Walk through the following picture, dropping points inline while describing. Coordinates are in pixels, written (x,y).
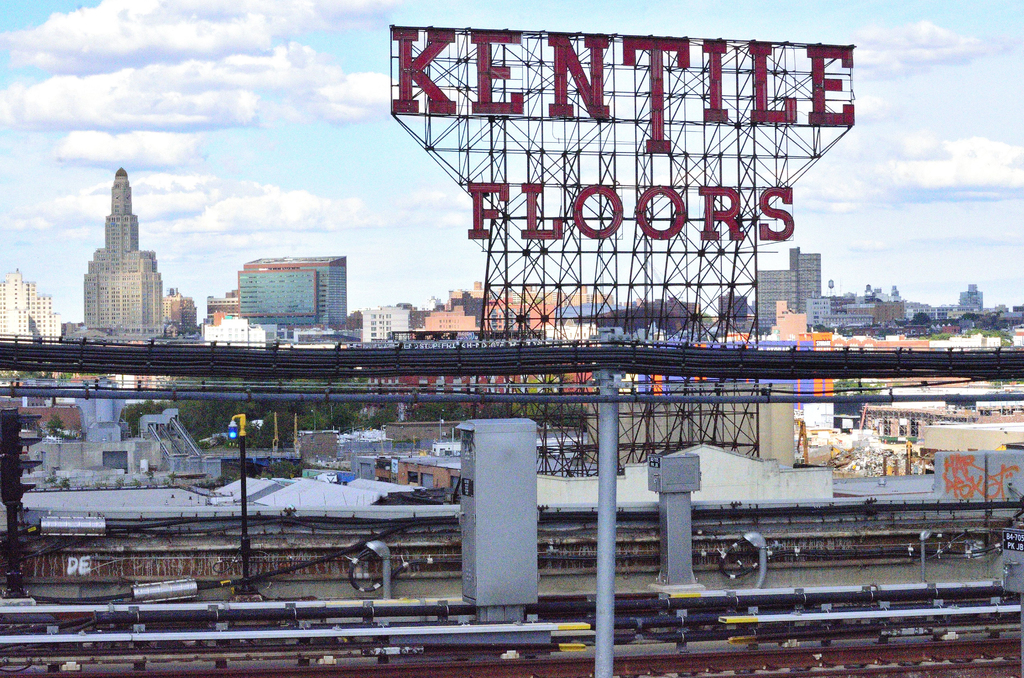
In this image we can see there are buildings (436,438) and hoarding (670,234) with some text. And we can see the bridge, at the bottom (486,487) there are railway tracks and boxes (505,503). And there are trees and the sky (278,115).
